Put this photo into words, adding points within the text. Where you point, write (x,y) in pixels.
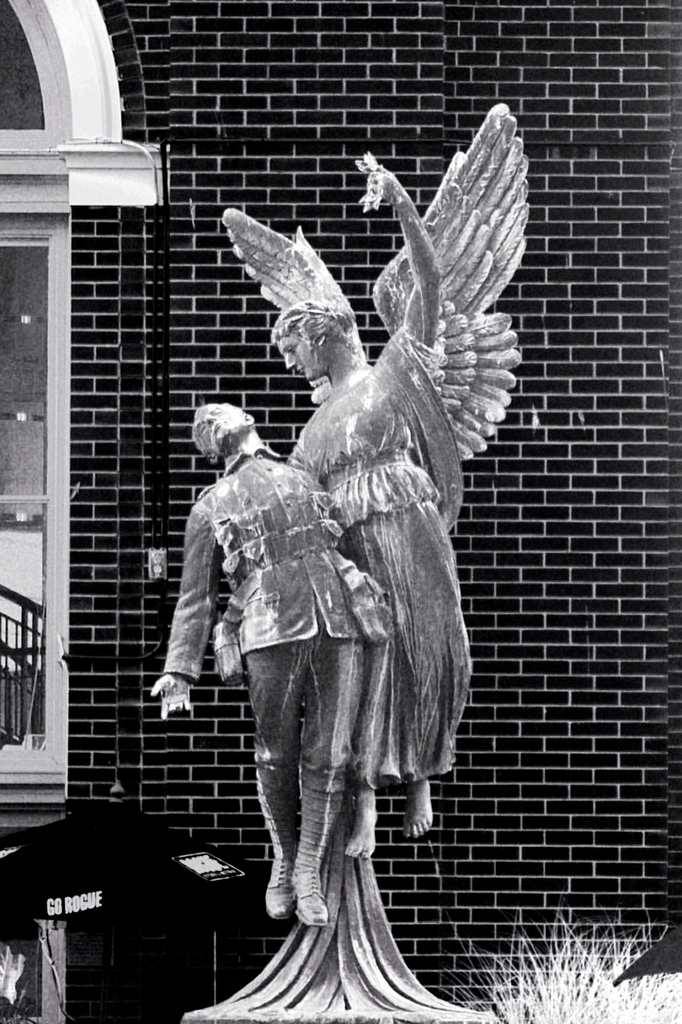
In the center of the image (366,631) we can see a statue (335,709). In the background (585,515) there is a wall (422,157) and a window (38,389). At the bottom (515,1017) there is grass (603,979). On the left (215,885) we can see a tent (178,907).
